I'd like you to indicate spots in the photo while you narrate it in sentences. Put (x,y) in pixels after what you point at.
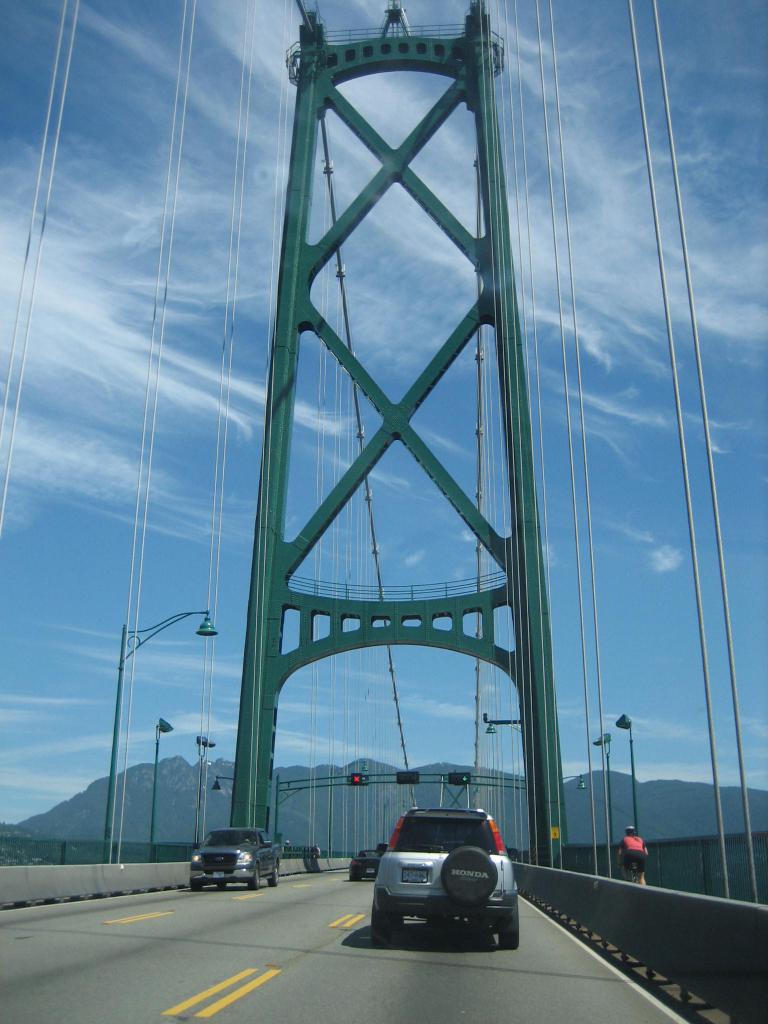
This image consists of road (298,906) on which there are many vehicles (421,892). At the bottom (155,950), there is road (161,944). It looks like a bridge (595,830). To the left (156,736) and right, there are lights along with poles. In the front (517,582), there is a big stand (262,714).
